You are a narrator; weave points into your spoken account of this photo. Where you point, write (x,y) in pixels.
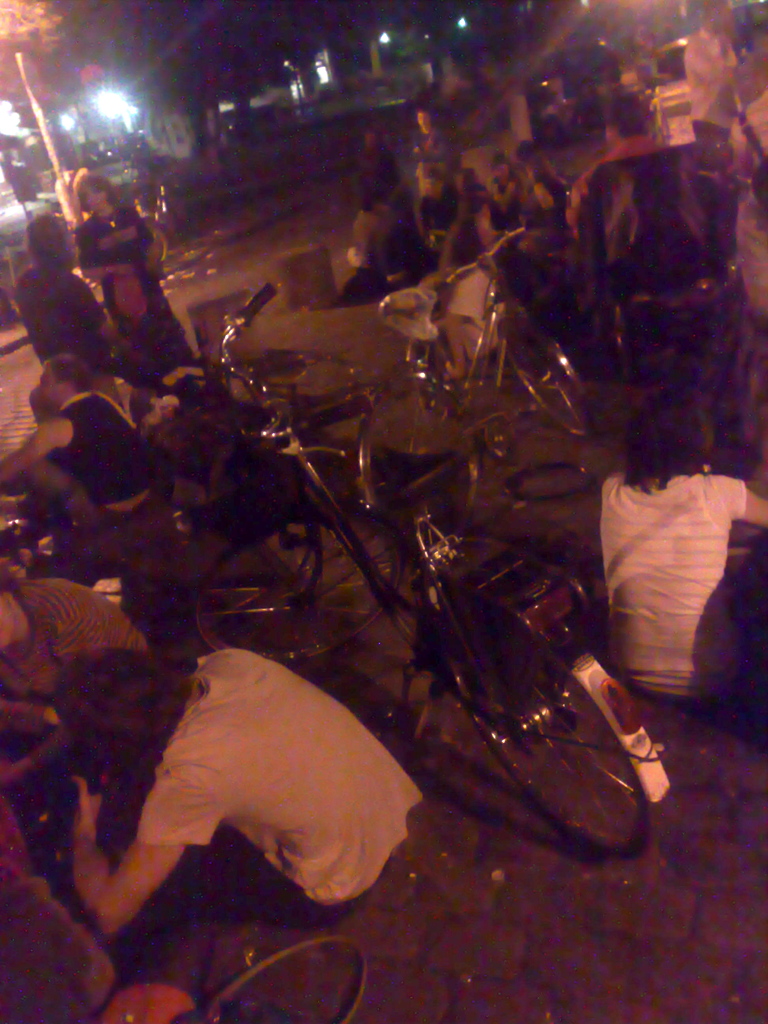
In this image we can see some people (85,766), bicycles (529,579) and other objects (529,579). In the background of the image (169,50) there are trees (28,11), lights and other objects (220,114). At the bottom of the image (554,968) there is the floor (556,967).
